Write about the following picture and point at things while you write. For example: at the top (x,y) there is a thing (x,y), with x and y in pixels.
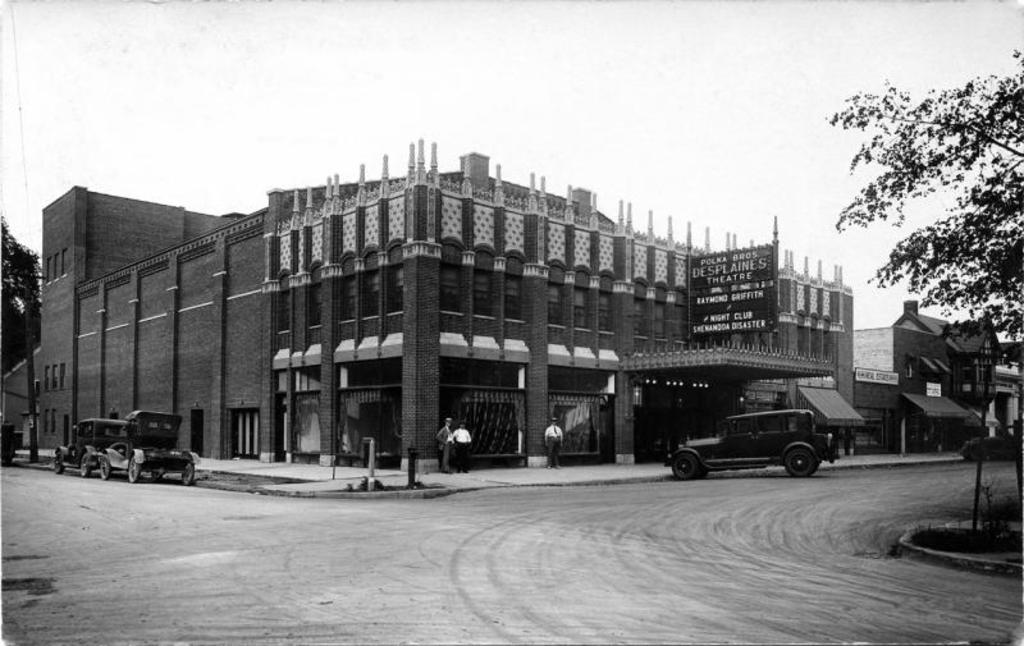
This is a black and white image. In this image, we can see buildings (587,412), walls (868,390), pillars (543,424), people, banner (754,266), boards (768,275), poles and trees (937,256). We can see vehicles (103,469) are parked on the roads (487,546). In the background (453,121), there is the sky (338,67).
